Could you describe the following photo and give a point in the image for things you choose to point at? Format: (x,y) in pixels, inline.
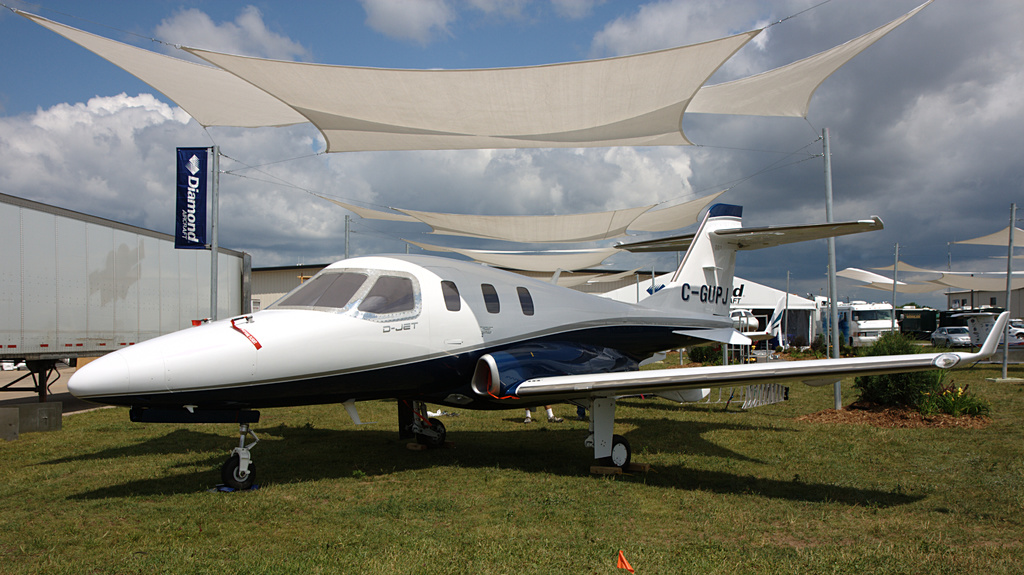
In this image we can see an aircraft (331,390) on the ground (382,482). In the background (86,349), we can see the container (167,283), banner (182,239) to the pole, tents (528,134), vehicles (885,322) parked here, shrubs (918,387), and sky (498,32) with clouds (559,162) in the background (314,216).
